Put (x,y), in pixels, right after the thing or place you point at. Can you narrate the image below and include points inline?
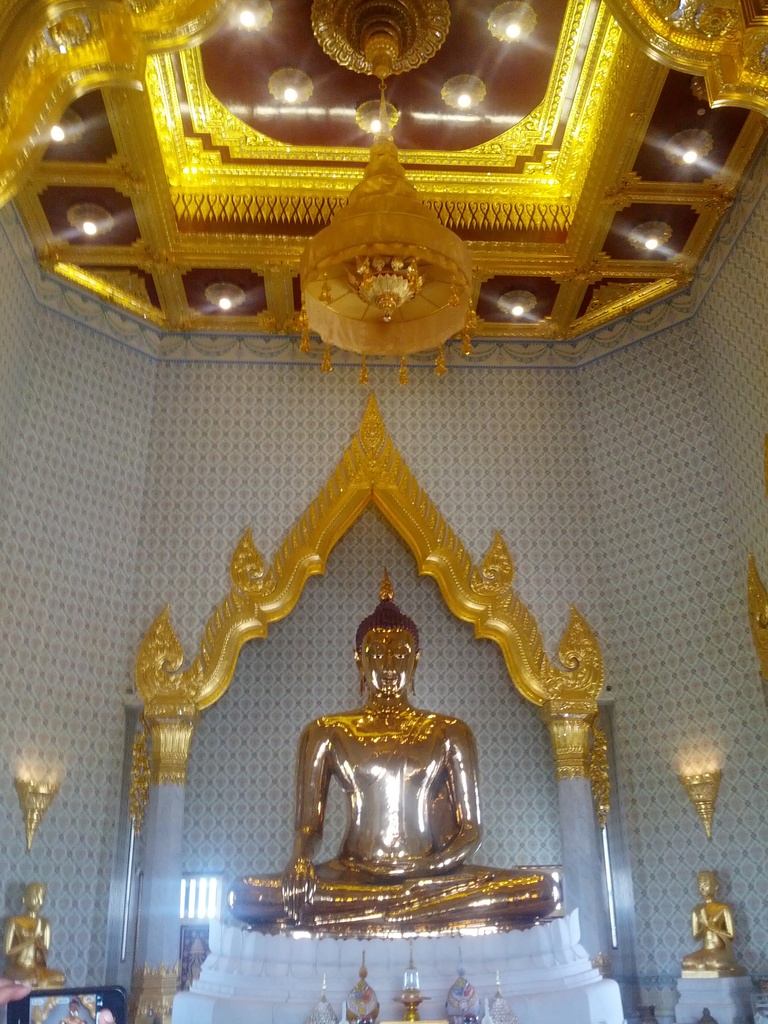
In this image we can see temple (327,839) of golden Buddha (452,840). The roof (255,188) of the temple (321,203) is decorated with golden color thing (410,223). The walls (180,410) are in white and blue color. In front of the Buddha statue (390,880), things (368,984) are present.
